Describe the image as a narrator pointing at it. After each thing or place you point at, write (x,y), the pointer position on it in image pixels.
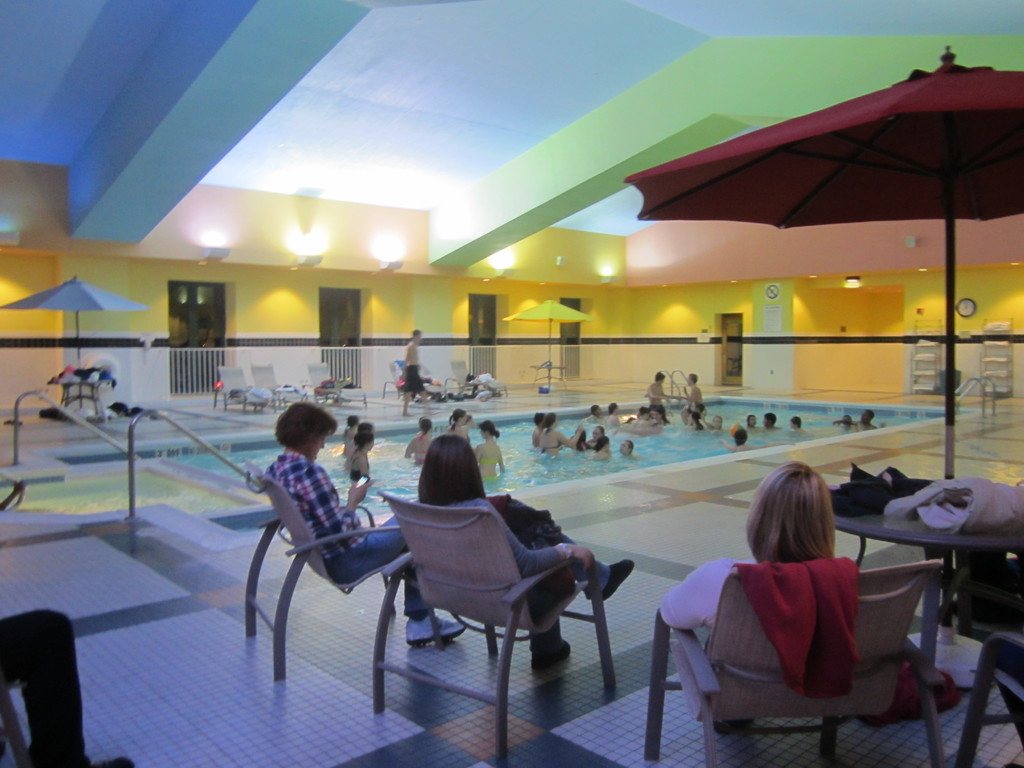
There are so many people (663,390) on pool (375,445) and few people (315,414) sitting in chairs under a umbrella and a man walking beside the pool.
